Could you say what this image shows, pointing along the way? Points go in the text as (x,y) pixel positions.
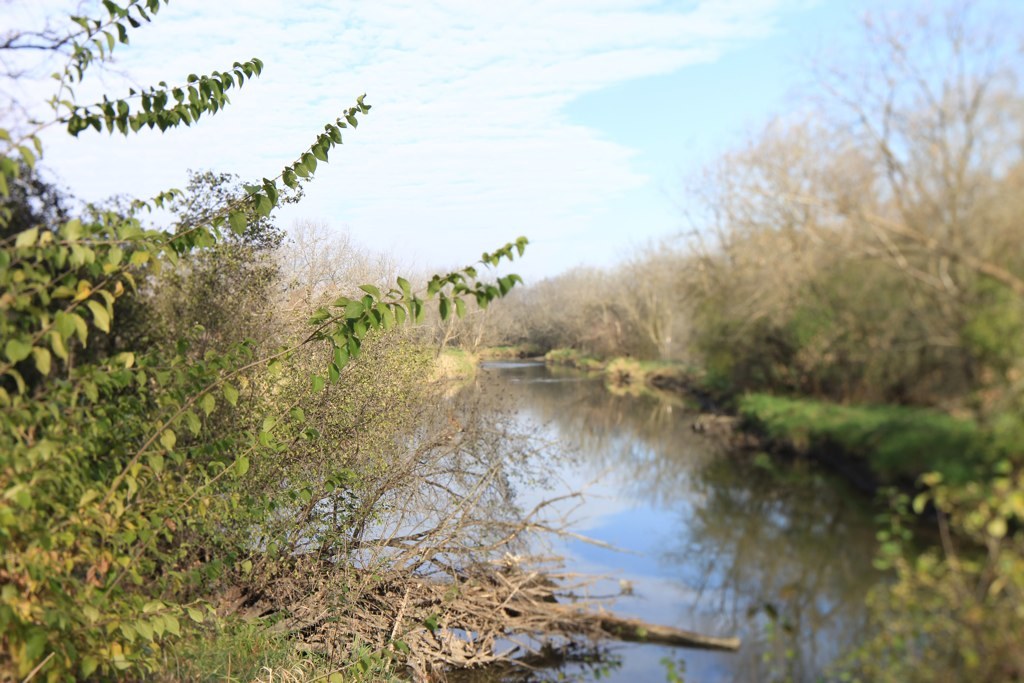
In this image I can see few trees (231,445) which are green and brown in color, the water (598,490) and some grass (890,443). In the background (574,303) I can see few trees (540,287) and the sky (519,195).
